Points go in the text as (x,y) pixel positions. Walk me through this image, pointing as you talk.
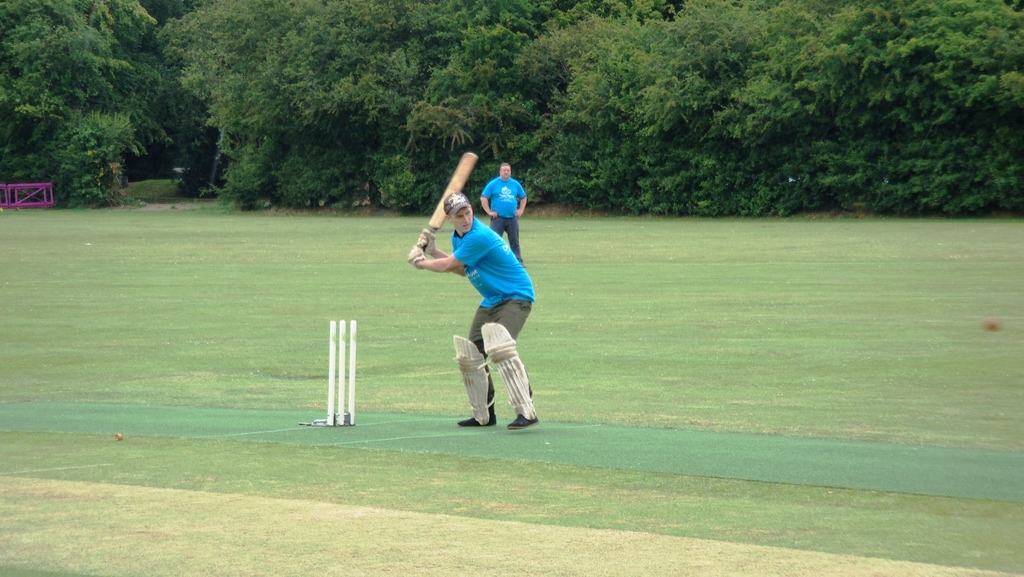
In this picture couple of men (513,249) playing cricket. I can see a man (472,361) holding a bat (436,215) in his hand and he wore gloves (425,260) to his hands (425,258) and pads (509,369) to his legs (500,371) and I can see a ball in the air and trees (444,117) and wickets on the back (783,175) and a green carpet (871,478).
